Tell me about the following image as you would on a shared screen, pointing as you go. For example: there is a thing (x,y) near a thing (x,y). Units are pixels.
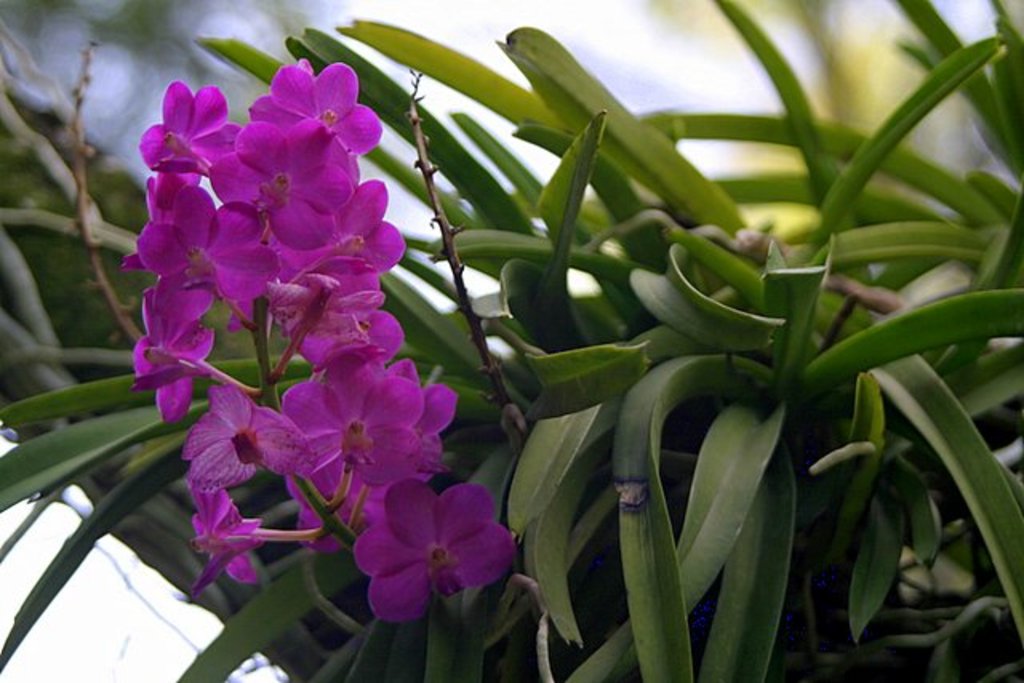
In the picture I can see flower plant (345,401). These flowers (390,490) are purple in color. The background of the image (620,17) is blurred.
